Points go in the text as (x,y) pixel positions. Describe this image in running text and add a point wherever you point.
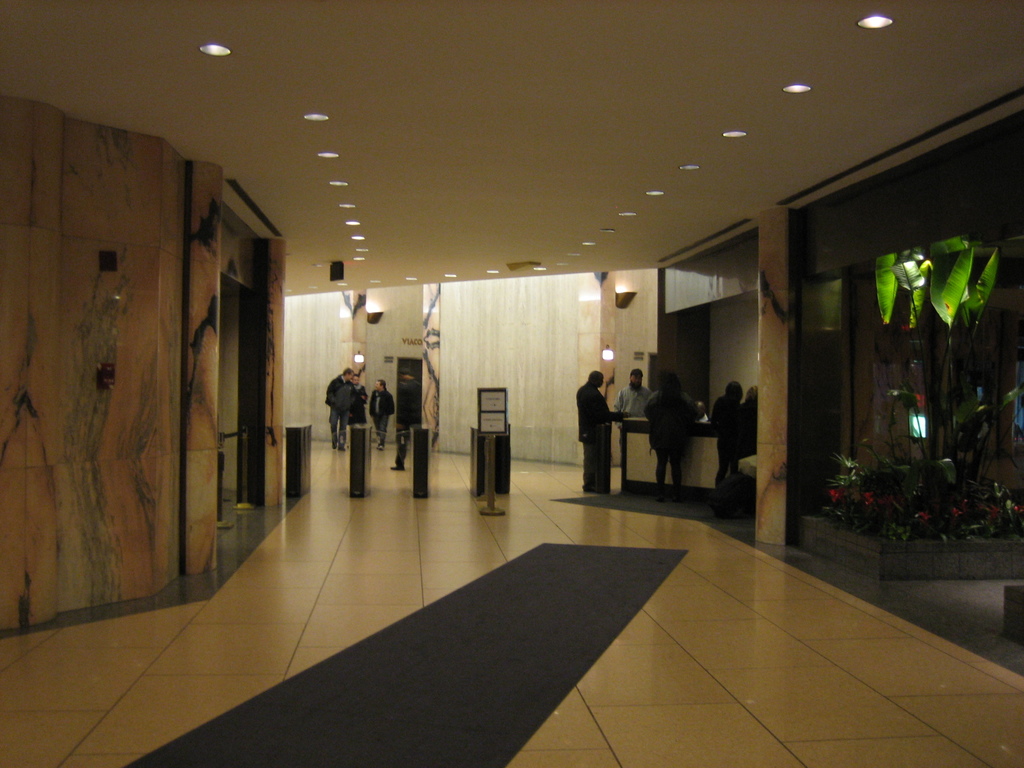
This picture describes about inside view of a building (444,394), in this we can see few people (357,381), lights (631,288) and plants (910,408).
